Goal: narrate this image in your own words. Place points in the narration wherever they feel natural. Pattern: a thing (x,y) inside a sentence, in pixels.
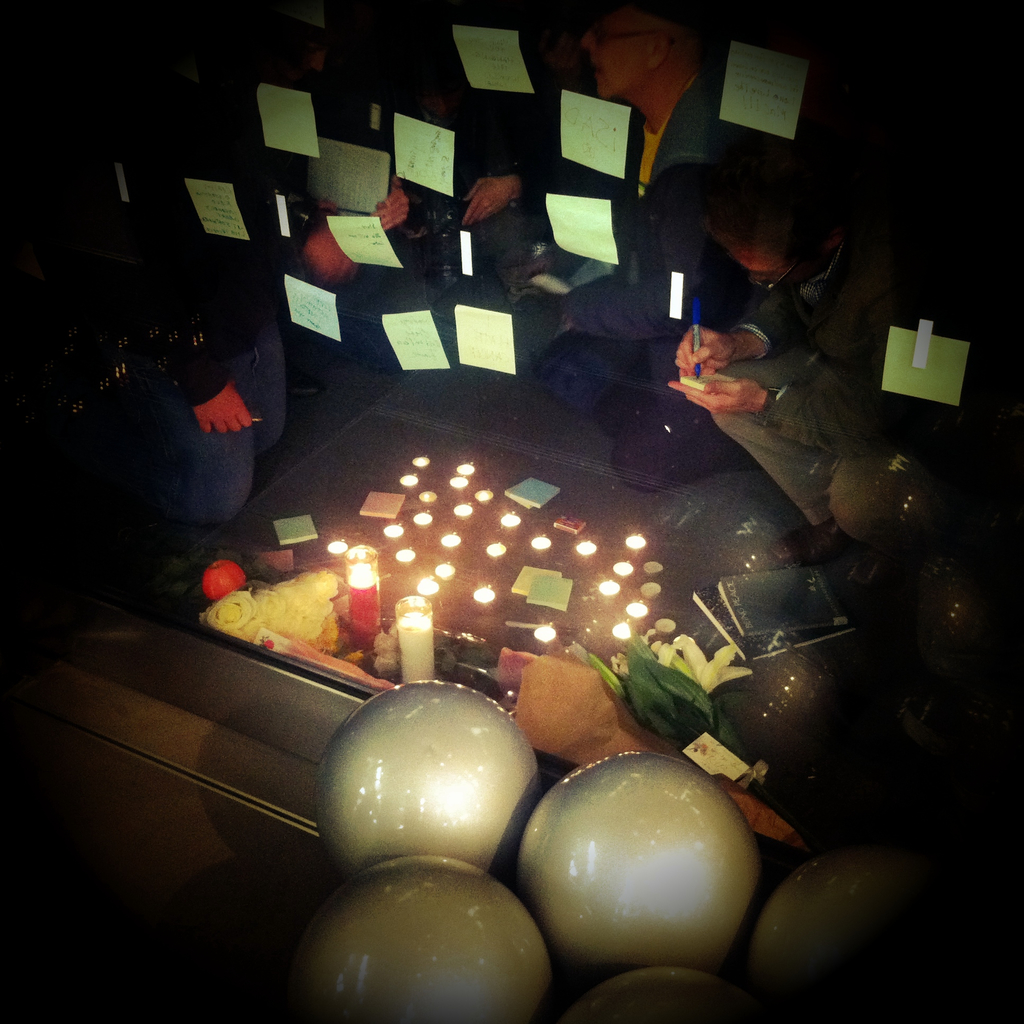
In the image there is a glass (357,365) and there are sticky notes (754,88) attached to the glass (575,331), in front of the glass (800,159) there are balloons (627,816) and behind that there are candles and around the candles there are few people (672,264).
